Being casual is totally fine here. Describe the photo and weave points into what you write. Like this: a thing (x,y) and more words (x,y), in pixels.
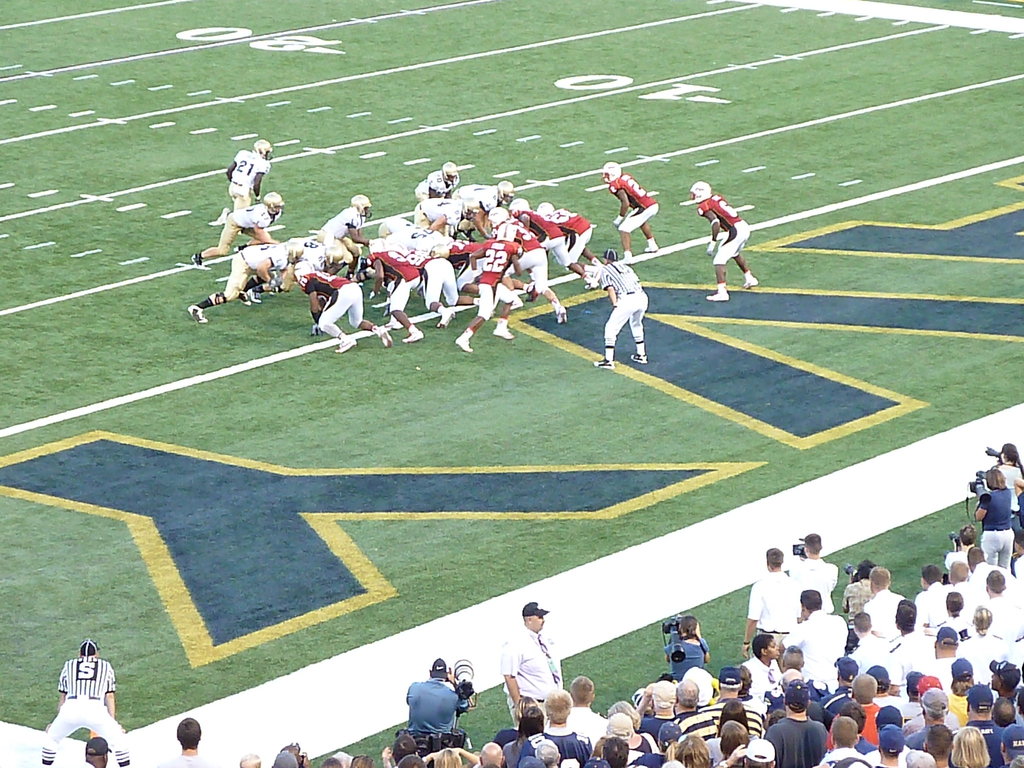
In this image there are group of people (933,629) on the right side (879,687), and in the center (367,261) there are group of people (359,251) and they are playing on the ground (221,348).
